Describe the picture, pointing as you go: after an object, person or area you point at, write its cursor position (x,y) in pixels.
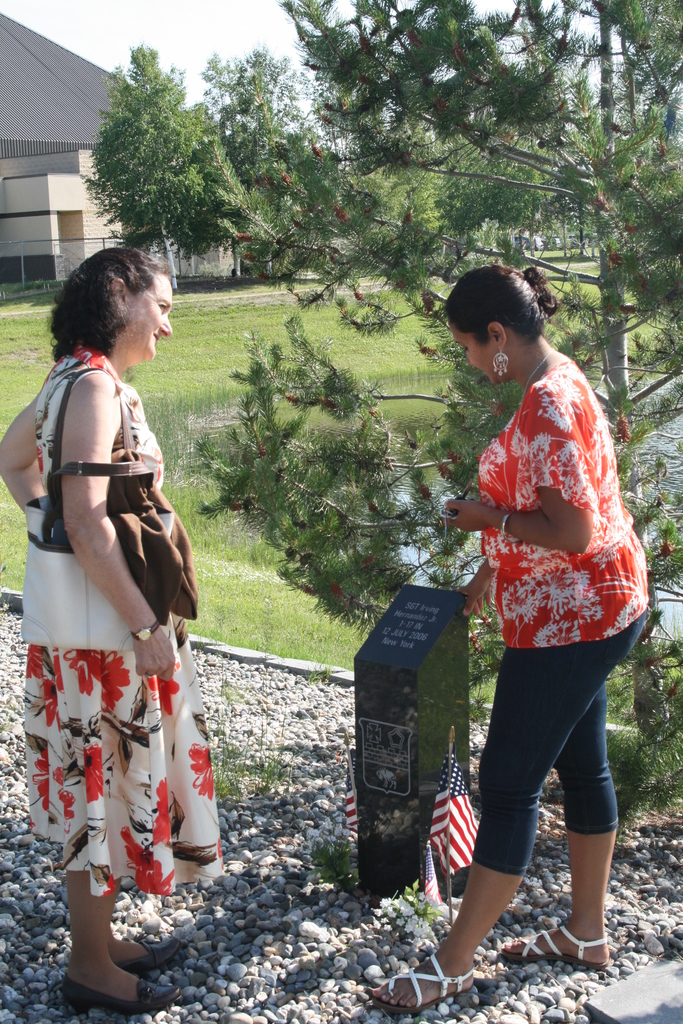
In this picture we observe two girls (101,396) standing on the rocks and there is a flag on the ground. In the background (394,234) we observe trees (418,264) and buildings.
